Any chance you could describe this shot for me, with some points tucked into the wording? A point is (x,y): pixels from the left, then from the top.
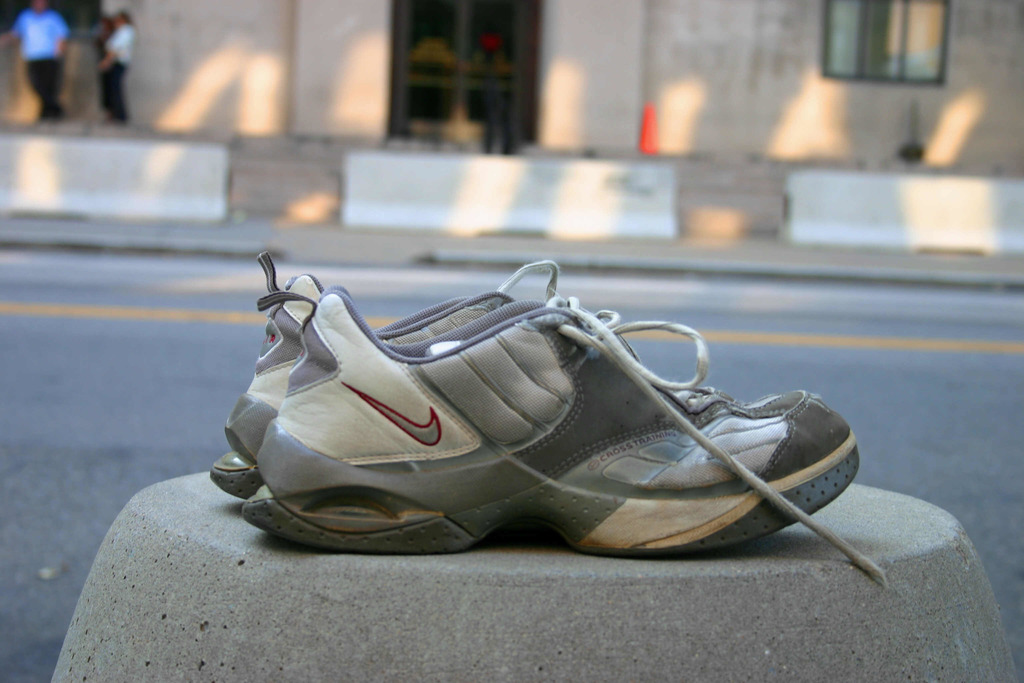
In this image there are shoes (382,430), in the background (24,329) there is a road (972,352) and a footpath (79,227), on that footpath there are three persons (114,103).
